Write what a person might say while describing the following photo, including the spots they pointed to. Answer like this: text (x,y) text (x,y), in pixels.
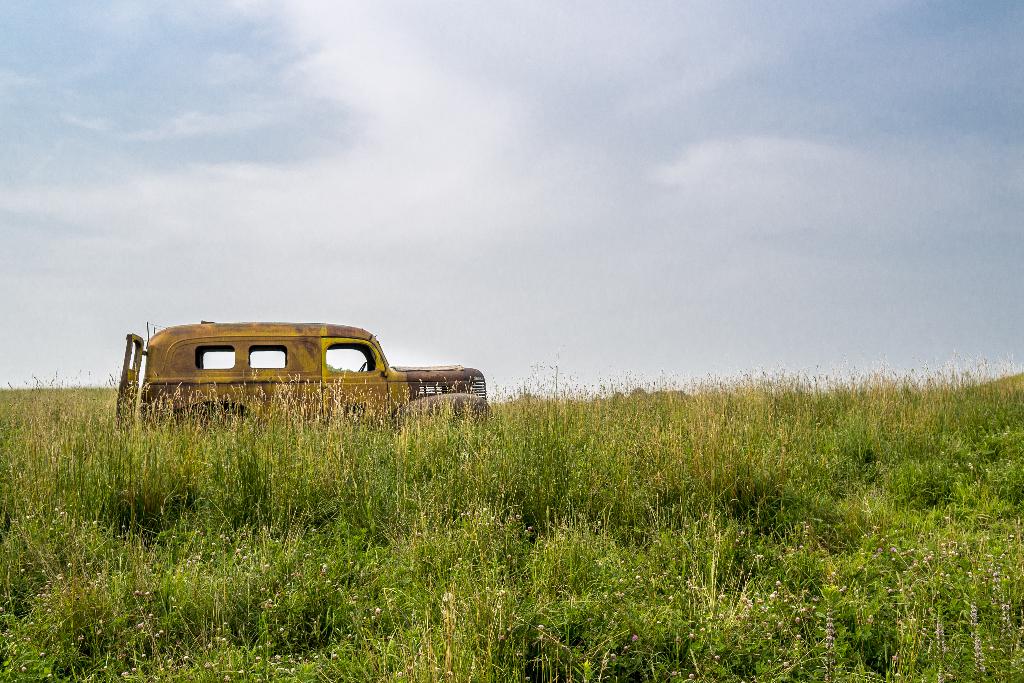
In the image we can see there is vehicle (232,350) parked on the ground (373,441) and there are plants (541,572) on the ground (495,522). There is a cloudy sky (568,140).
